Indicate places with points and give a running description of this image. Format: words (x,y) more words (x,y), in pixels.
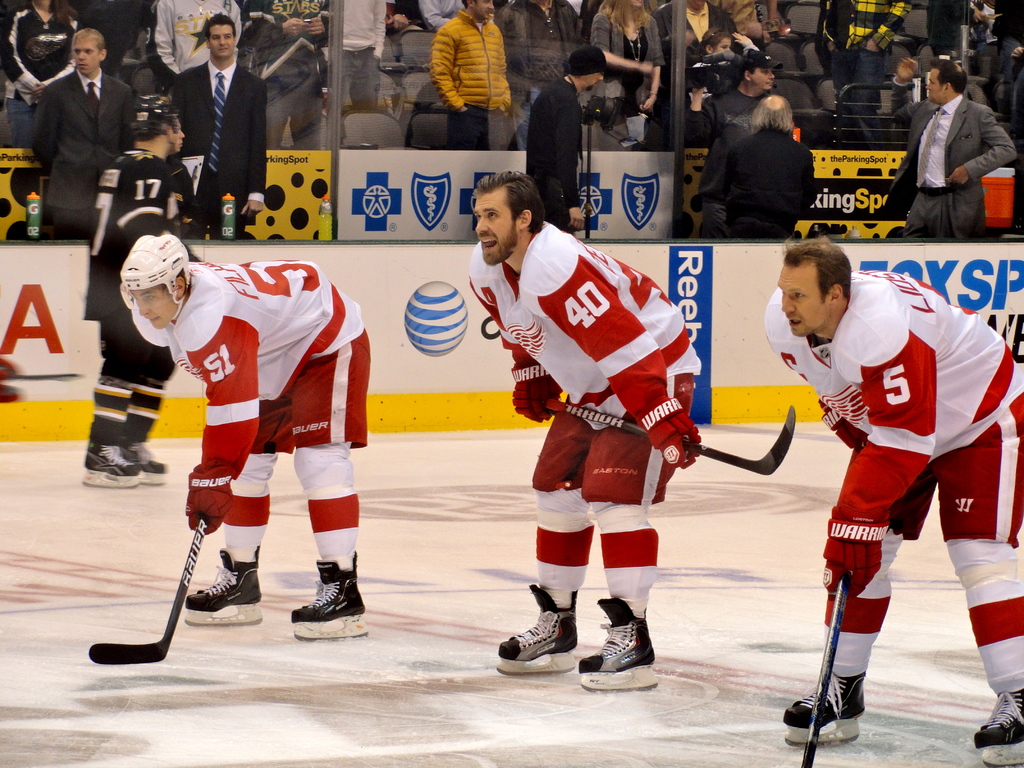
In this picture we can see three players (661,340) wearing white and red color dress (627,408) and playing the ice hockey. Behind there is a audience (1013,39) watching to them.
